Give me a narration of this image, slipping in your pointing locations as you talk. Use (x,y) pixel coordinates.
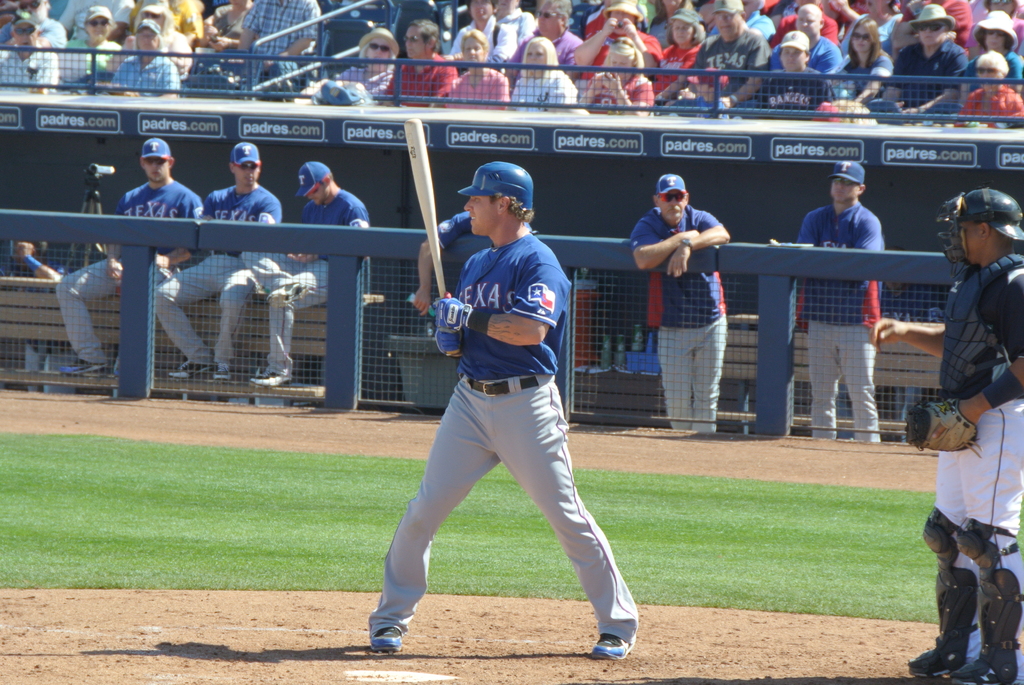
In the image I can see people (238,197) among them some are standing on the ground (641,427) and some are sitting. In the background (481,239) I can see fence (575,323), the grass (304,469) and some other objects (633,366). The person (487,365) in front of the image is holding a bat (425,172) and wearing a helmet (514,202).
